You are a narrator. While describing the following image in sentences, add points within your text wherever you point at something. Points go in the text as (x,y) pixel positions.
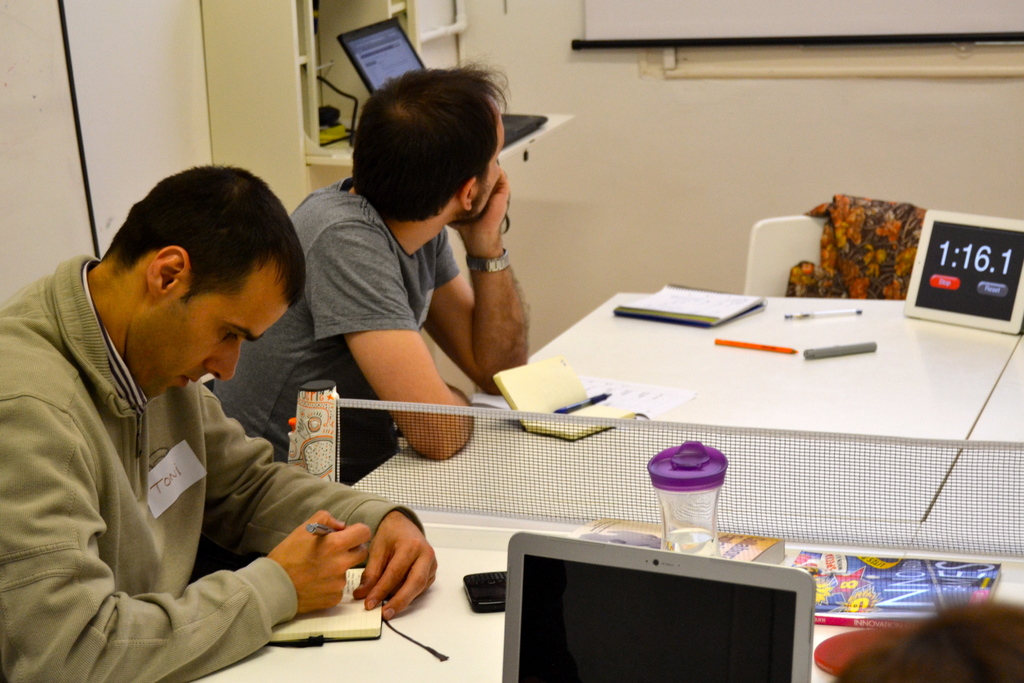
This image contains two persons (386,270) sitting before the table (458,631). At the top of the image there is a laptop (399,38) in the shelf (307,166). At the right side (926,261) there is a tablet (965,320). On the table (586,338) there is a bottle (722,471), pencil (751,349), pen (812,313) books (734,303), mobilephone (501,609) are there. There is a chair (765,288) behind the table (834,330). At the top Right (1008,10) there is a screen (955,30).
